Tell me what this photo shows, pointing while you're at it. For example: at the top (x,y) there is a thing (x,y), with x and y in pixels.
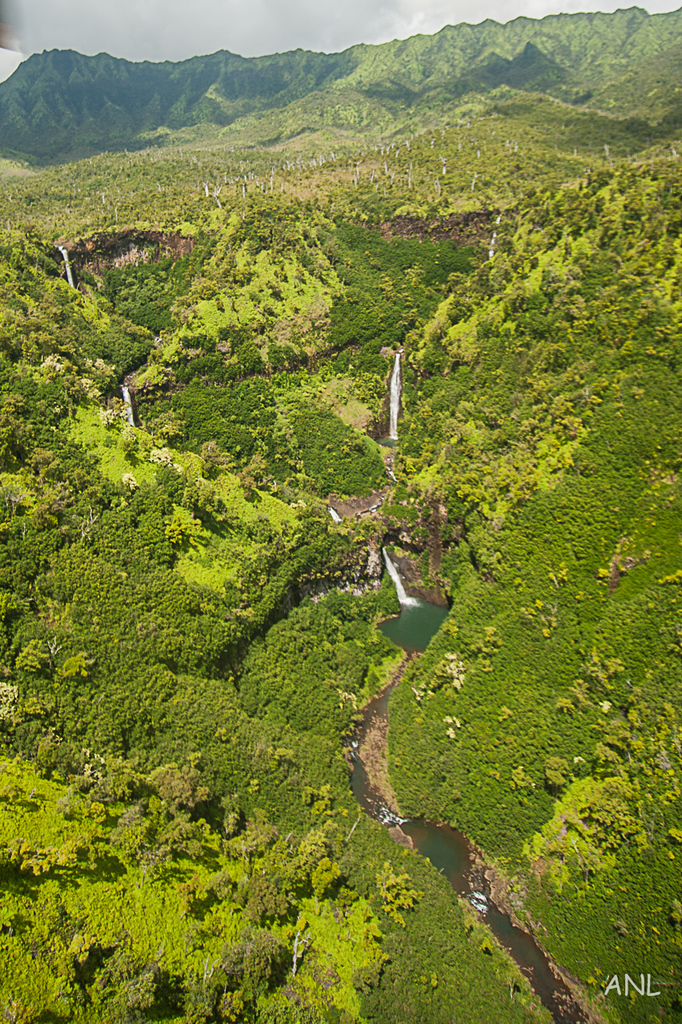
In this image I can see water (412,604) and number of trees (138,133). Here I can see watermark (620,990).
